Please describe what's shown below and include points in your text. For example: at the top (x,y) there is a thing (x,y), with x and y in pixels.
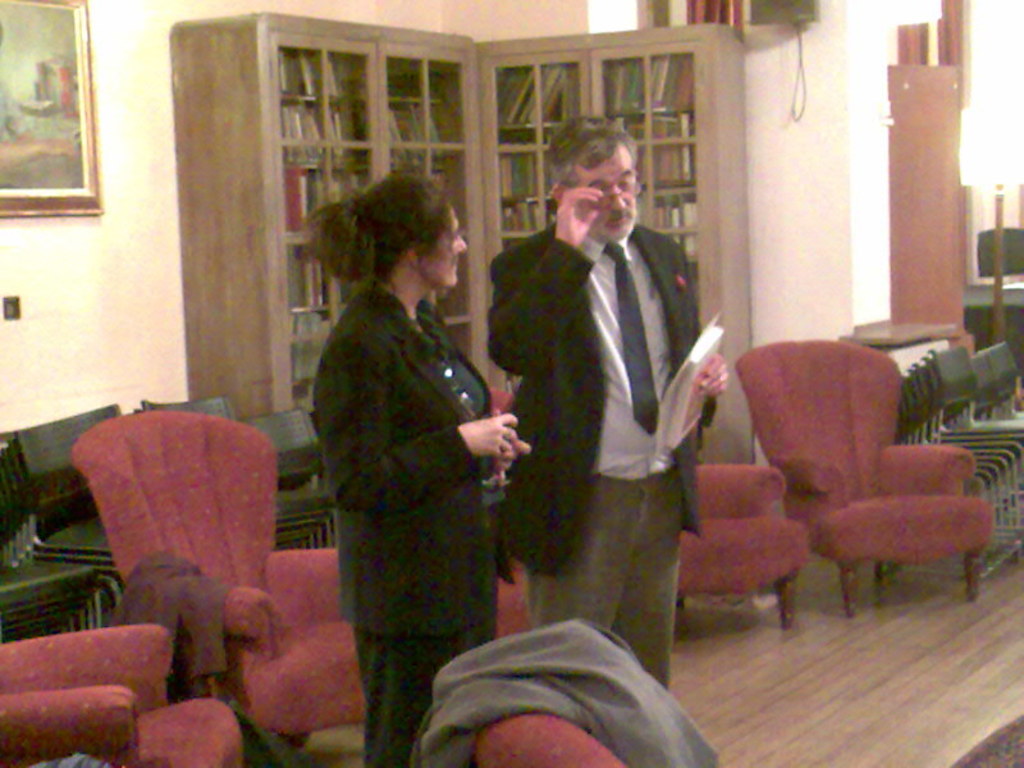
Here we can see a man (602,590) and a woman (409,541) standing in the middle (561,382), the man (636,619) is carrying a book (678,411) in his hand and there are lots of chairs (203,515) present behind them and there is a rack (255,308) of books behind them and there is a portrait (30,20) at the top left (98,38).
